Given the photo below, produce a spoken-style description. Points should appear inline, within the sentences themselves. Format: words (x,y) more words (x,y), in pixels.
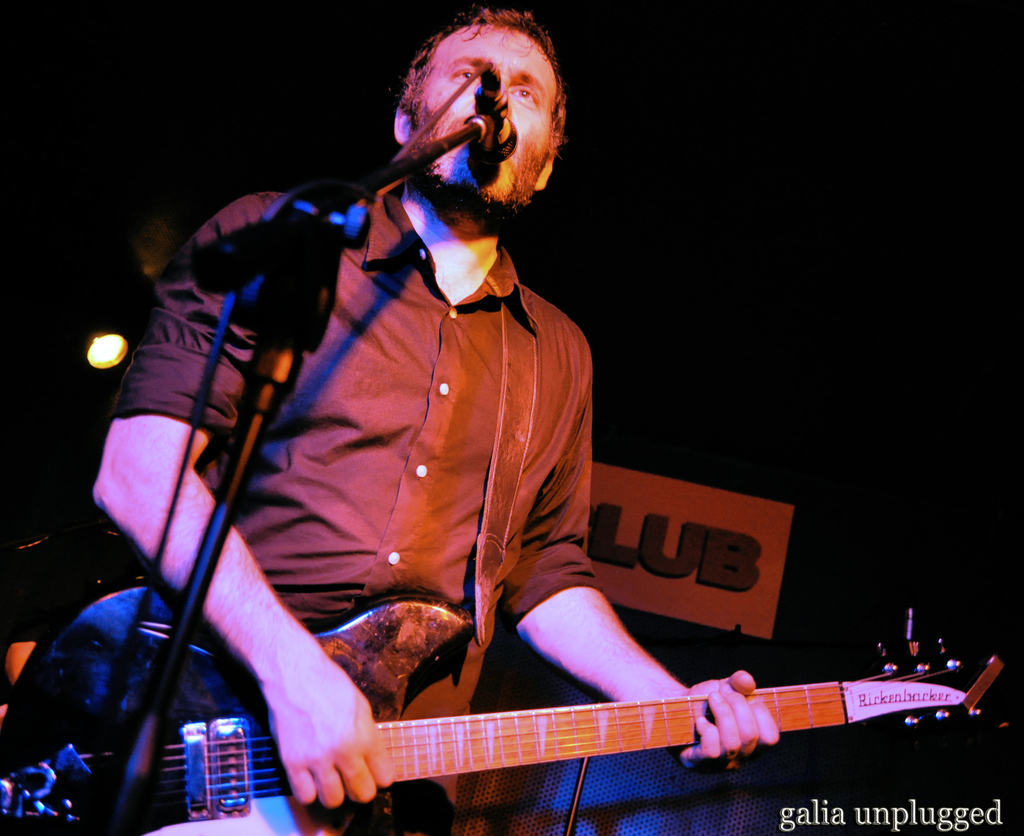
This person (495,346) is holding a guitar (543,757) in-front of mic (476,139). This is a mic holder (315,230). Far there is a board (690,539) with pole (578,778).
